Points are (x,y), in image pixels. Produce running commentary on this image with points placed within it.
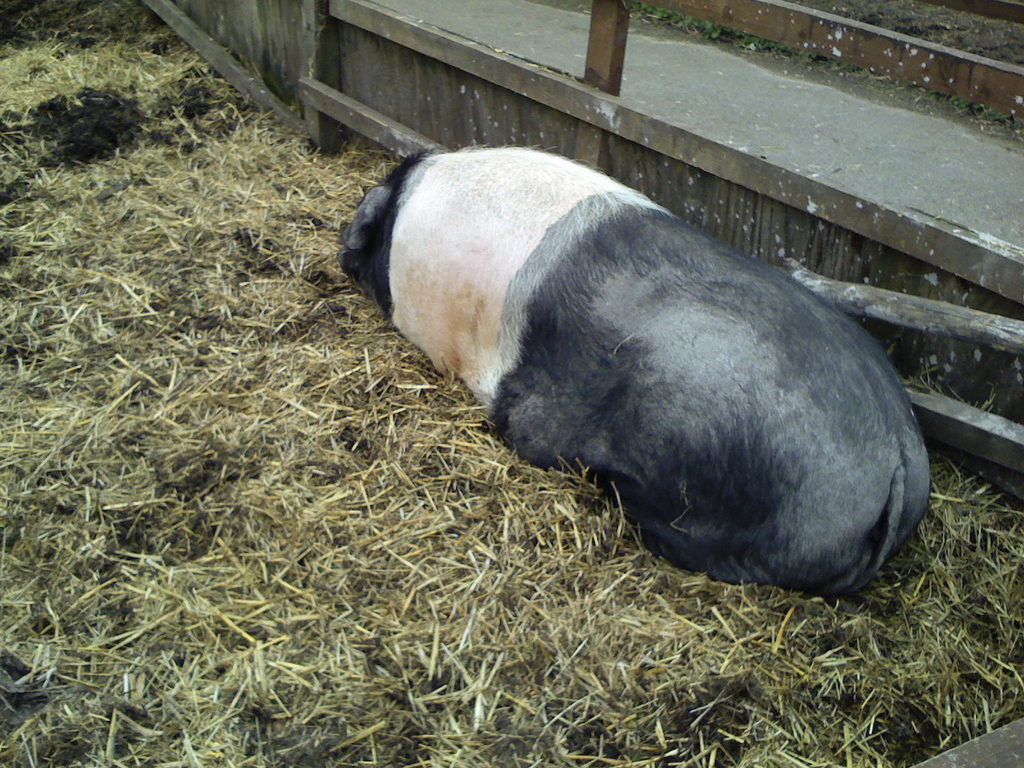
In this image we can see an animal (563,313). On the ground (268,422) there is dried grass (545,631). Also there is a wooden fencing (272,60) and small road (797,107).
